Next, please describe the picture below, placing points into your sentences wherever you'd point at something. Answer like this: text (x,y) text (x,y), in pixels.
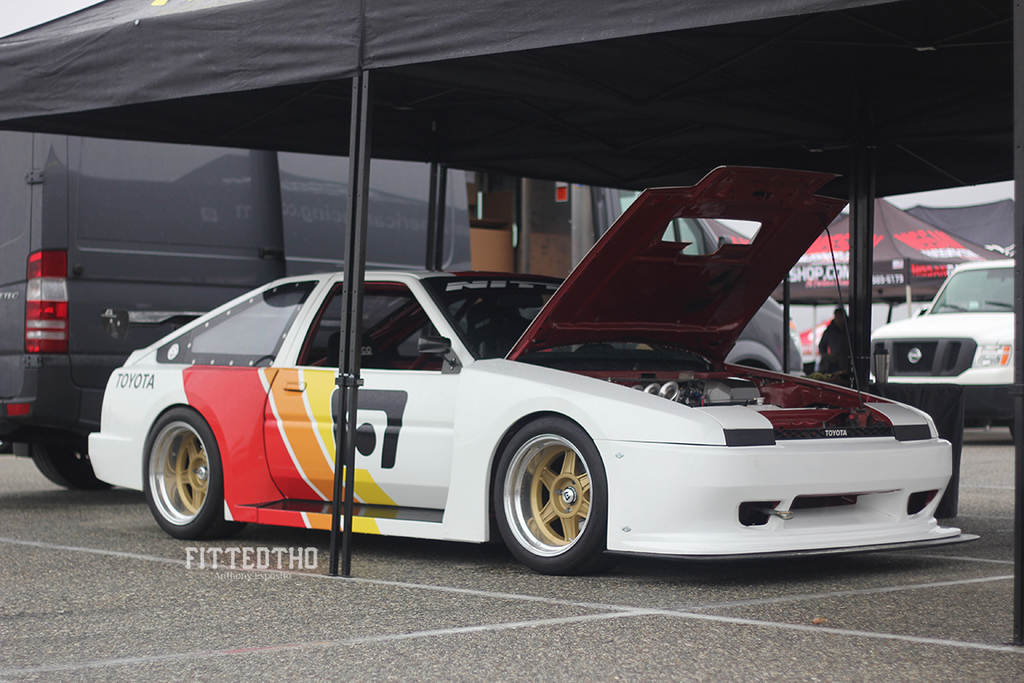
In this picture we can see vehicles (505,357) on the ground (273,591), tents (973,222), person (840,316) and some objects (830,377).
